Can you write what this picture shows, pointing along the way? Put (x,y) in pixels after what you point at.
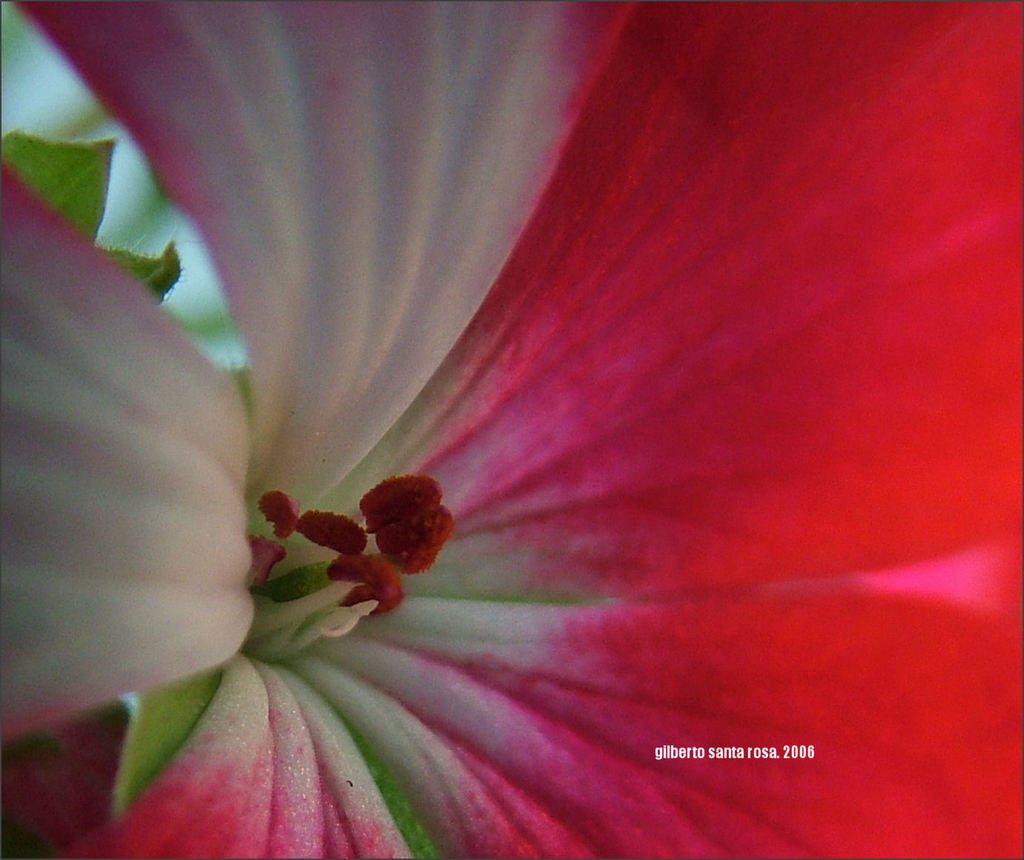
In this image we can see a flower (392,664). In the back (71,152) we can see part of leaves (96,221). In the background (142,170) it is blur. Also there is watermark (713,745) on the image.
